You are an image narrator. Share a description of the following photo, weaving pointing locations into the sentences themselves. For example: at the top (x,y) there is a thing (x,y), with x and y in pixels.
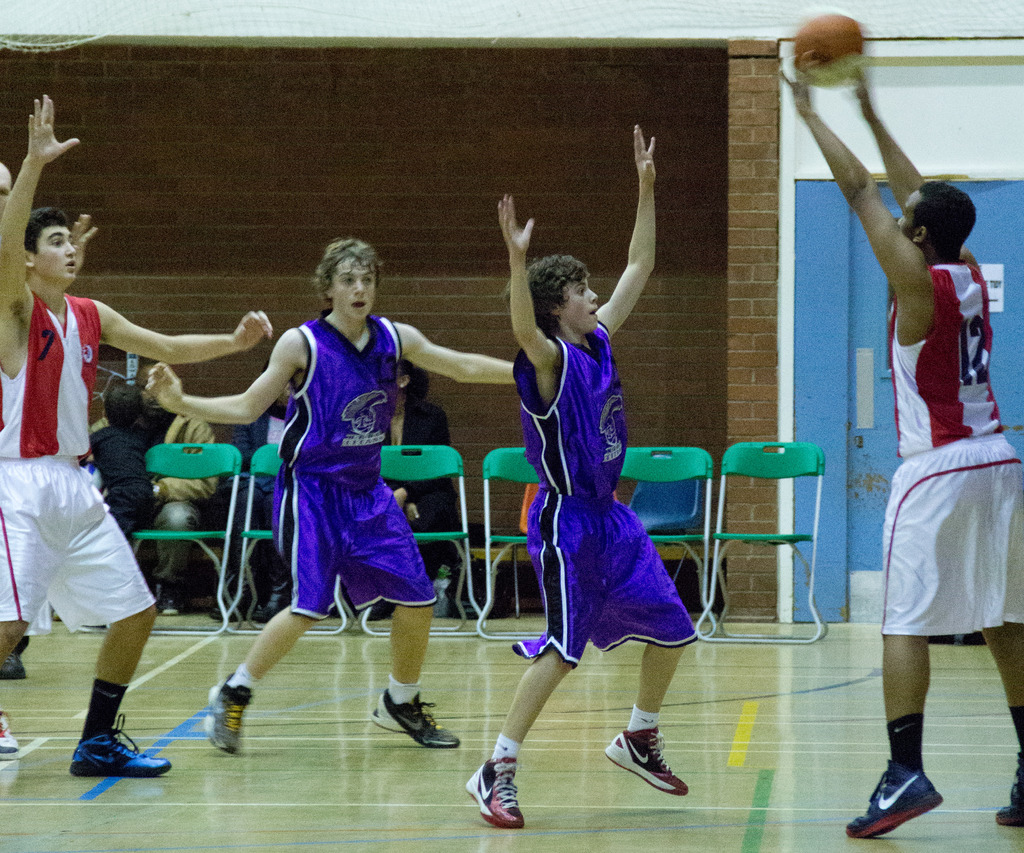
In this picture there are two men (351,378) who are wearing purple color dress (403,529) and shoes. On the right (946,607) and left side I can see same team players (963,581) who are wearing the same t-shirt (973,370), shorts (948,532) and shoes (1021,817). On the right (941,401) I can see the man (954,256) who is catching the basketball (828,39). In the back (777,480) I can see some people (268,431) who are sitting on the chair (404,467), beside them I can see the bags (523,529) and wall (471,421). On the right (854,392) background (853,360) I can see the door (854,379).
